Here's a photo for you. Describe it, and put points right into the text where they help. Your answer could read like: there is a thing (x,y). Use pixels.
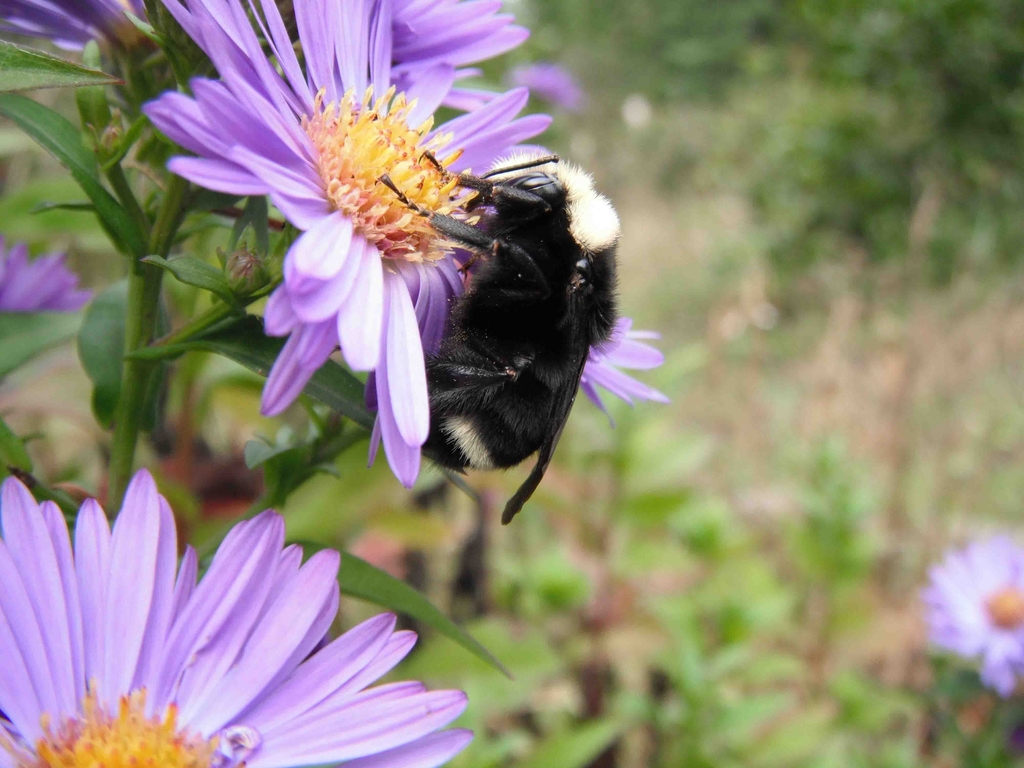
In this image we can see an insect (551,168), plants (601,560), and flowers (419,395). There is a blur background (706,6).
